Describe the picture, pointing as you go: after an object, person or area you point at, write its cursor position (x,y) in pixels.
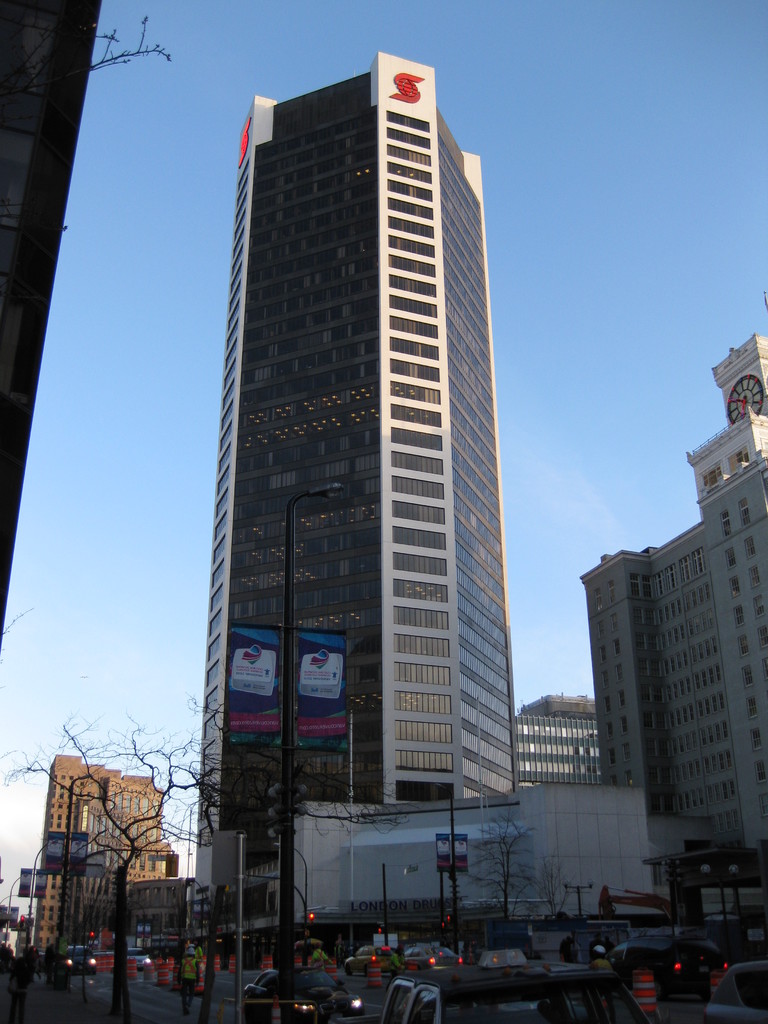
In this image there are many buildings (453,761), poles (480,756) and also light poles (319,489). There are many vehicles (381,947) on the road (377,999) and also traffic cones (162,971). Hoardings (277,694) are also visible in this image. At the top (610,232) there is sky (645,160). Trees (512,844) are also present.
